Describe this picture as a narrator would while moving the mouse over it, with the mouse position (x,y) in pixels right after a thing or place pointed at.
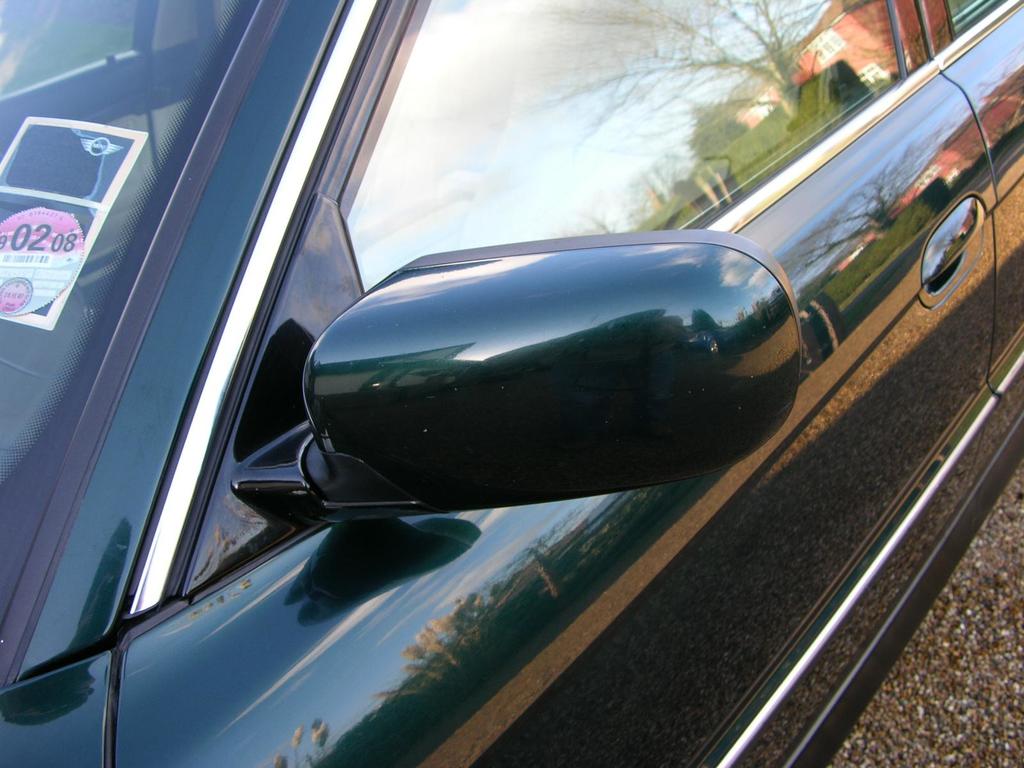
In this picture there is a black car (749,420) and there is a sticker (43,292) on the car (22,346). There is a reflection (862,48) of a building (869,37) and there are reflections (789,82) of trees (712,151) and there is a reflection (558,158) of sky (523,203) on the mirror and on the door (726,491). At the bottom (974,649) it looks like a road (966,639).
